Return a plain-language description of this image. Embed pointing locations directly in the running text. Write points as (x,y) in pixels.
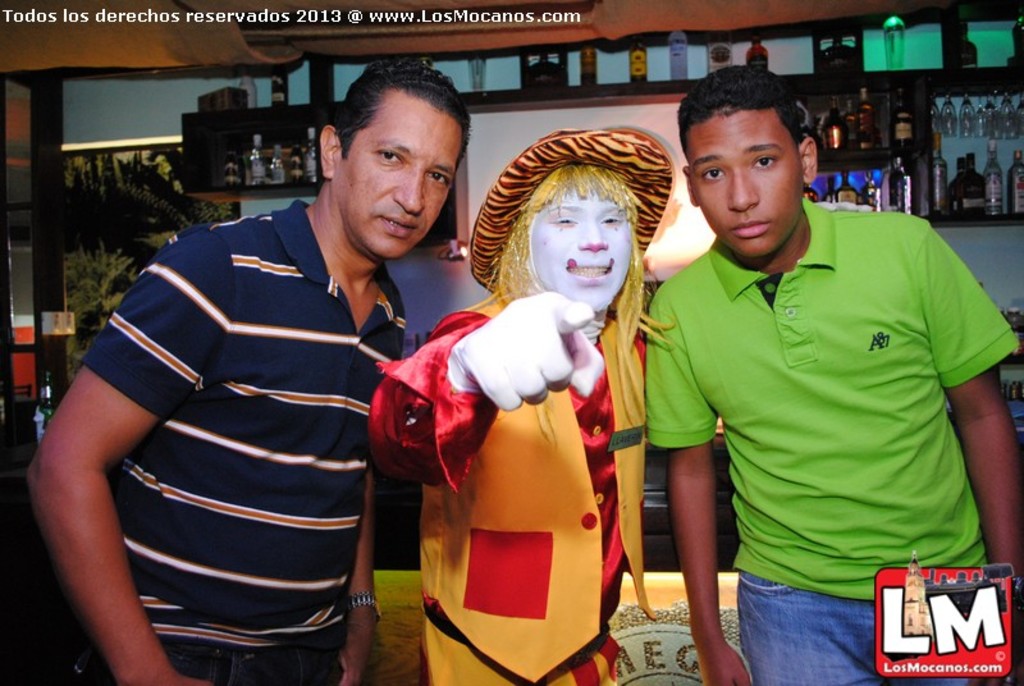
In this picture in the center (498,379) there are persons (584,404) standing. In the background (277,174) there are bottles (295,168), wall (503,156) and there are trees (112,253).
